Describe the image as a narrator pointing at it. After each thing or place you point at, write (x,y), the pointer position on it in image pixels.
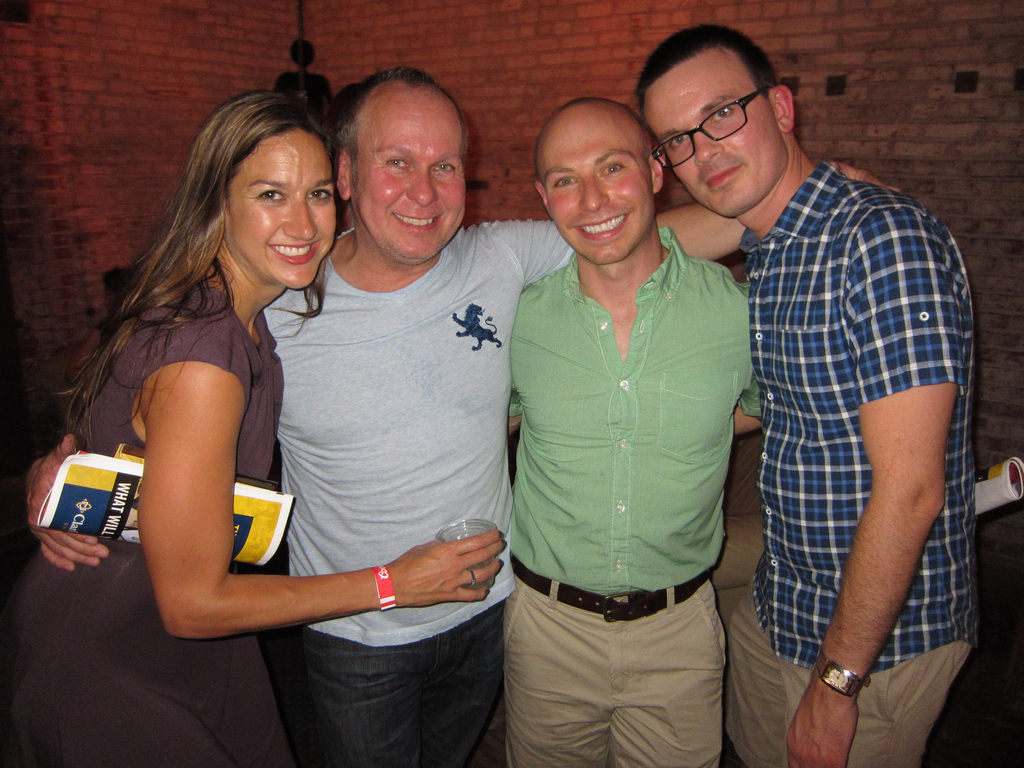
In this image, we can see people (640,496) standing and some are smiling and there is a lady (150,413) carrying a paper (116,513) and holding an object (470,527) and there is a man (728,165) wearing glasses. In the background (300,39), there is a wall (378,39) and we can see some objects (309,54).
